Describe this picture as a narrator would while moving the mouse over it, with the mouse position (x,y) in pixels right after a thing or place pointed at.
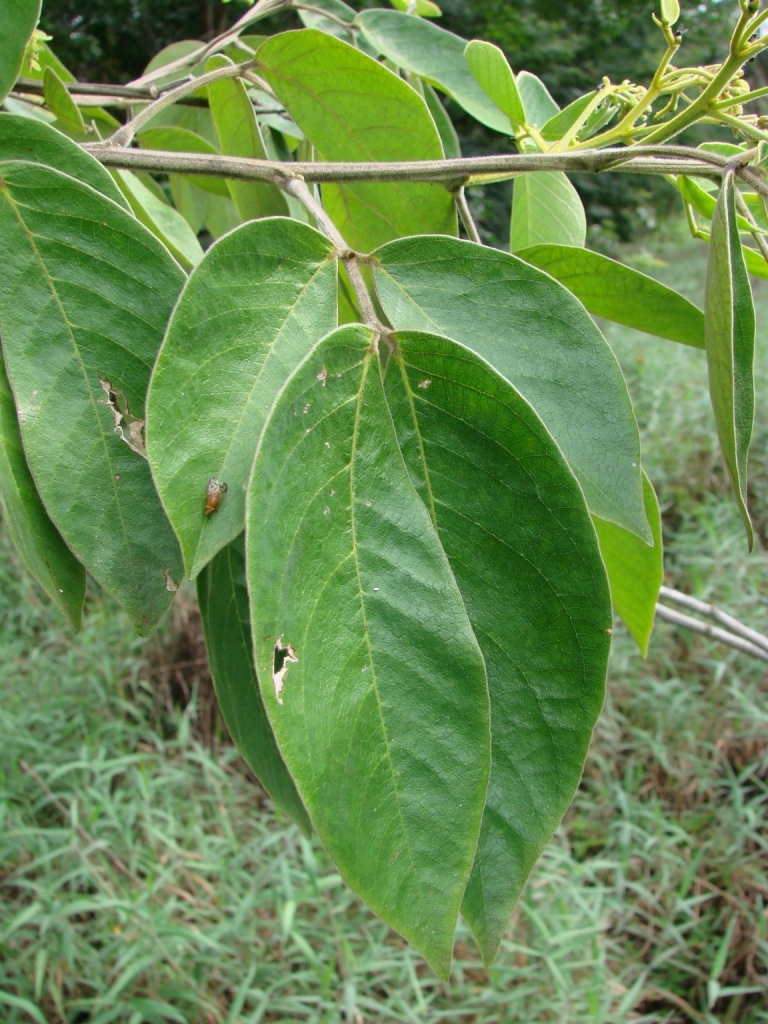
There are leaves (606,345) to the stem (365,176) in the foreground area of the image (366,386), it seems like trees (114,49) and grassland (194,653) in the background (194,723).
